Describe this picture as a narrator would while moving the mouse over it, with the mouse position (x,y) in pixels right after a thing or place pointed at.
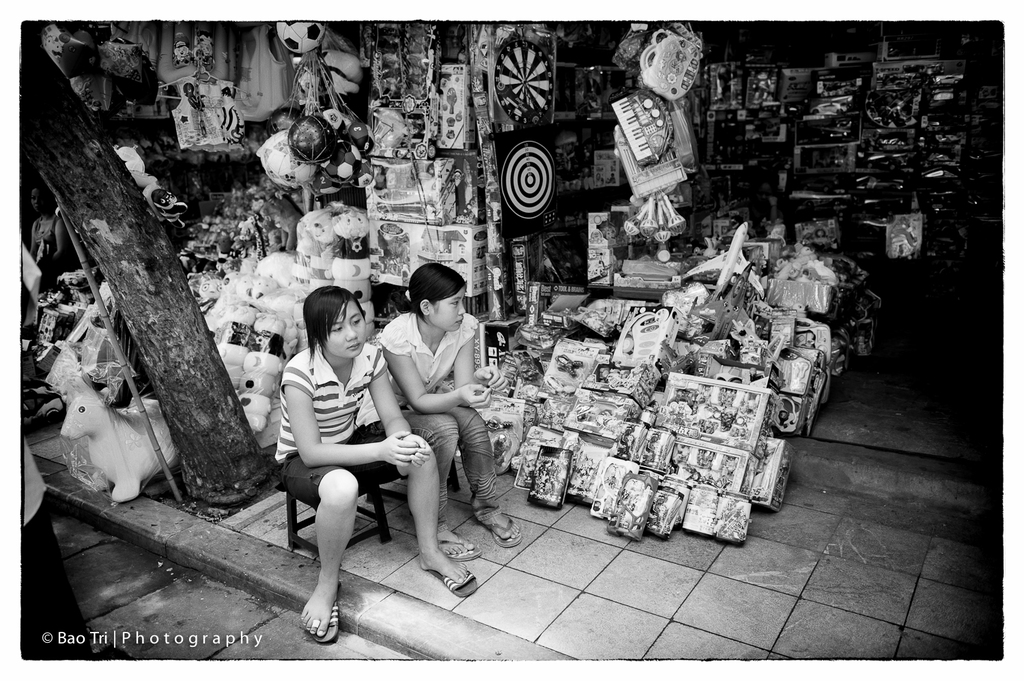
In this picture we can see a store (792,134), we can see two girls (425,418) sitting in the front (434,414), there are some toys (705,330) in the background (805,139), on the left side (85,169) there is a tree (102,216), we can see some text (113,639) at the left bottom (142,643).
